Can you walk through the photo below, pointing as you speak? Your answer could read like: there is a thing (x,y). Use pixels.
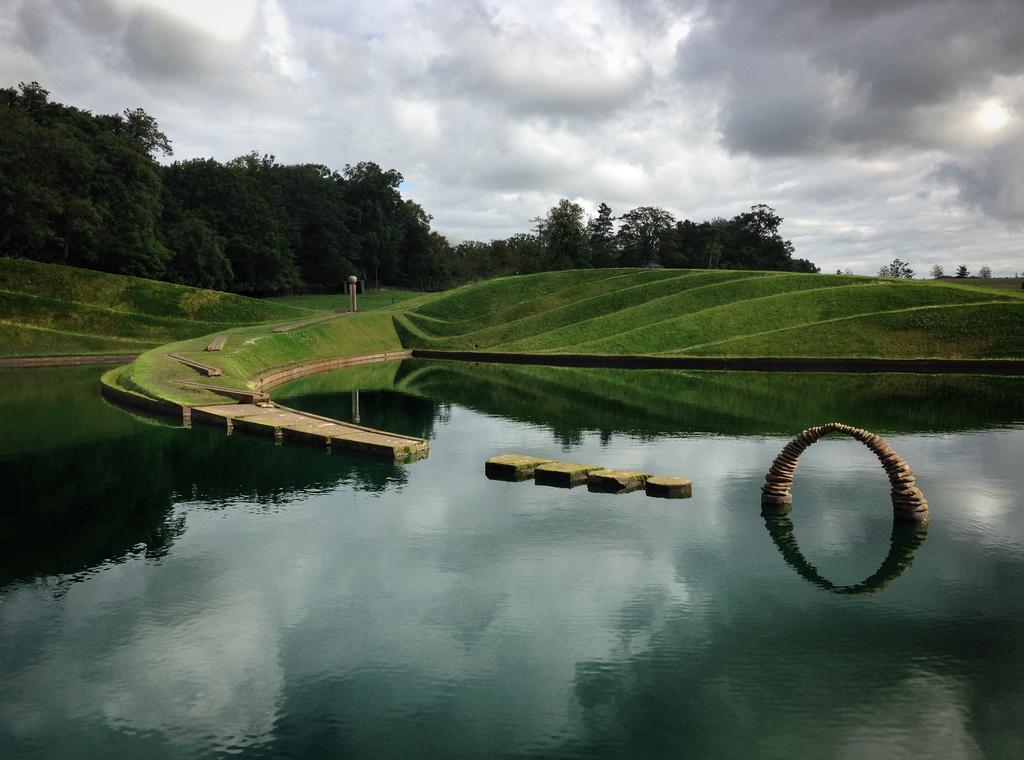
In this picture we can see water (246,554), here we can see the grass (630,349) and some objects (337,427) and in the background (890,13) we can see trees (622,237), sky (667,177).
